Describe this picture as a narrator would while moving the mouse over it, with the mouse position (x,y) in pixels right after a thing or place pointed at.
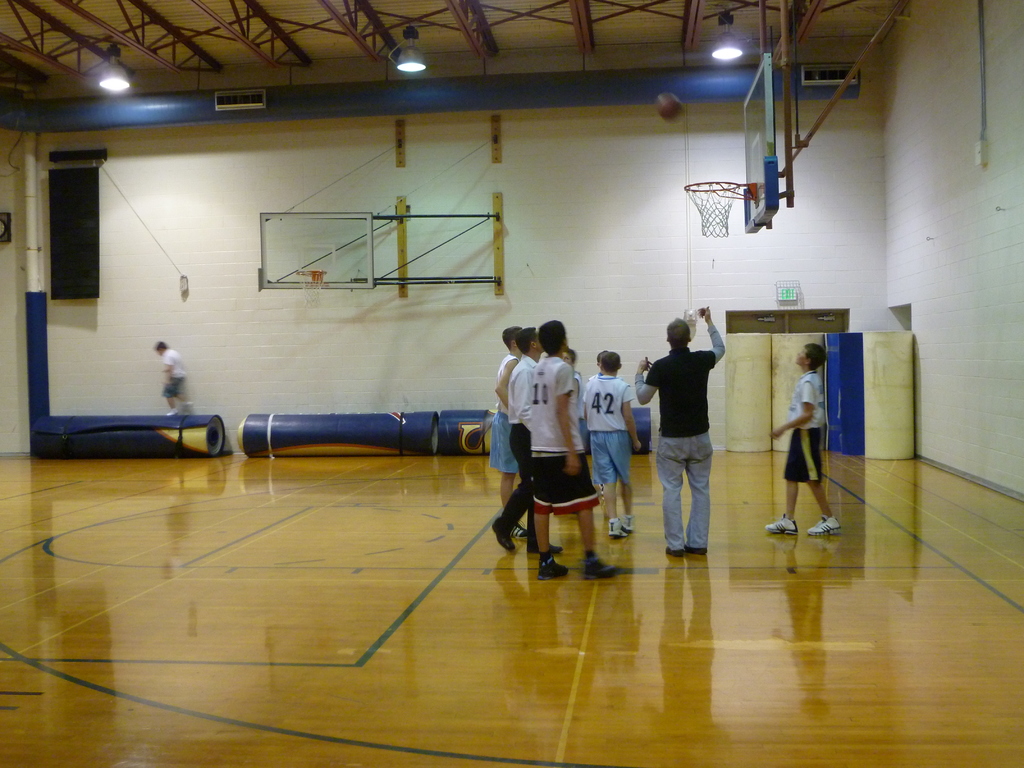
In this image, we can see people (618,529) are on the surface (629,582). In the background (623,319), we can see wall (574,291), few objects (445,442), person (175,389), pole (37,373), speaker (70,295), sign board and door (741,327). Top of the image (665,112), we can see pipe (515,104), rods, lights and ball (669,110) in the air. We can see a basketball hoop (697,198).
